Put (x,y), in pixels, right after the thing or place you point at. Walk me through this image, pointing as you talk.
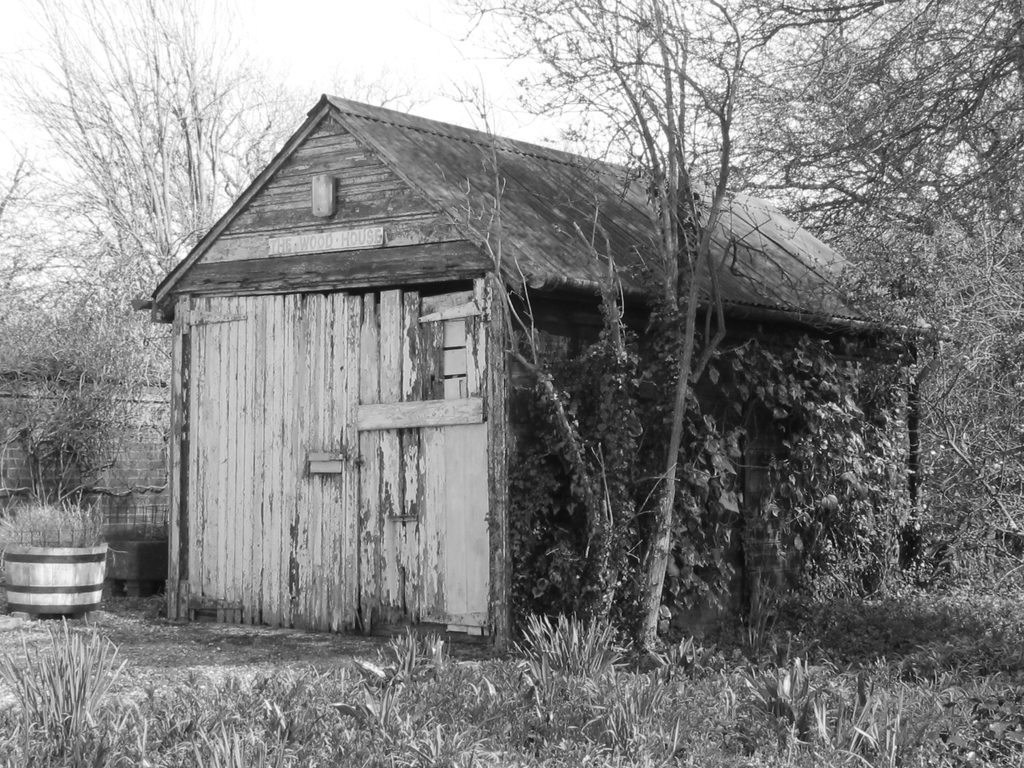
This is black and white image, in this image there are trees (844,206) a house (372,487) and a pot (87,602).
